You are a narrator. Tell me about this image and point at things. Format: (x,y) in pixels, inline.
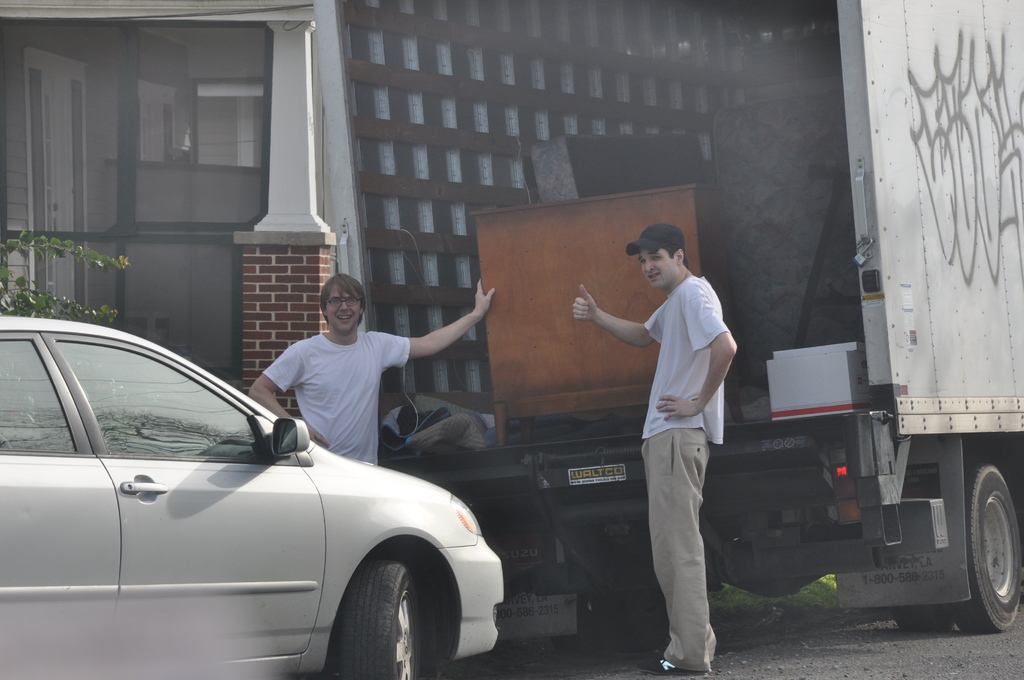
In this picture I can observe two men (689,387) standing behind the truck (981,309). In front of them there is a car (245,585) on the road (869,655). In the background (130,193) I can observe a house (158,177).
